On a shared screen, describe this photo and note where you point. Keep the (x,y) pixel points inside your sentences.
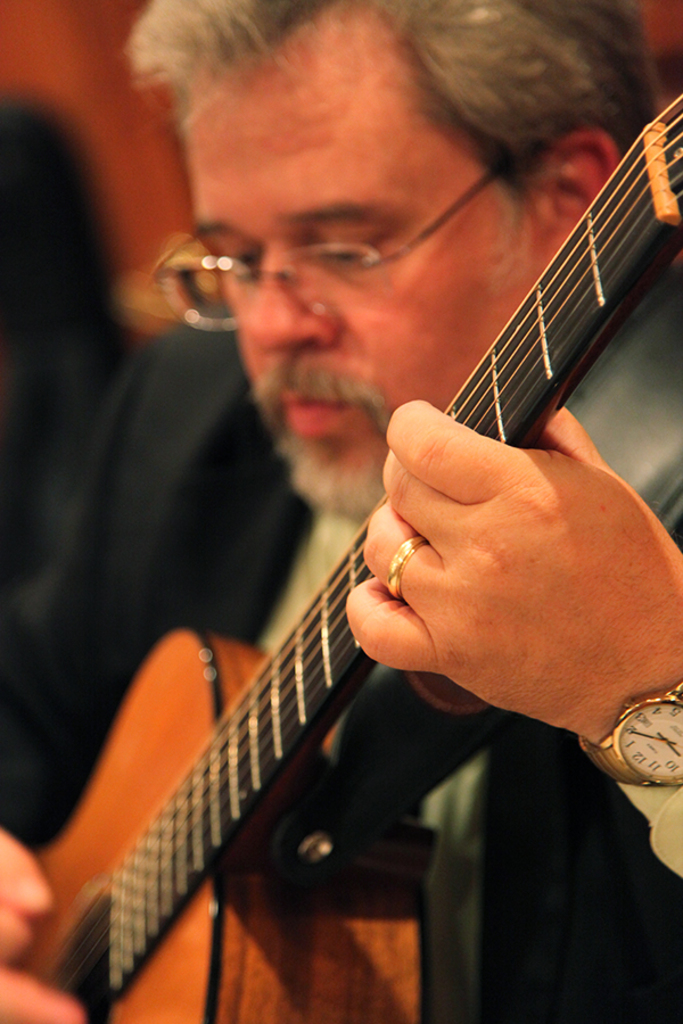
There is a man (297,580) with black suit (222,517), white hair (508,90) and spectacles (458,206). He is playing guitar (198,807), there is a watch (649,743) and ring (403,551) to his left hand (584,702).
